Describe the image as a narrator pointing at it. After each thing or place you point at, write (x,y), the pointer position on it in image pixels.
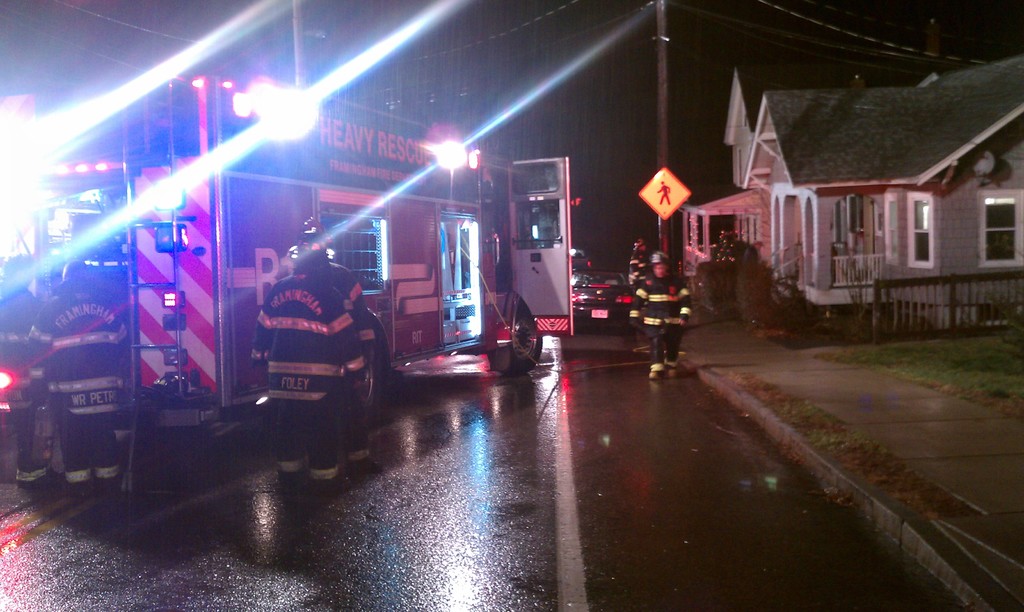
this picture shows a rescue truck (323,102) parked, we can see the employees (93,424) standing outside the truck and a car (609,319) parked on the road (624,336) and a house (725,213).
